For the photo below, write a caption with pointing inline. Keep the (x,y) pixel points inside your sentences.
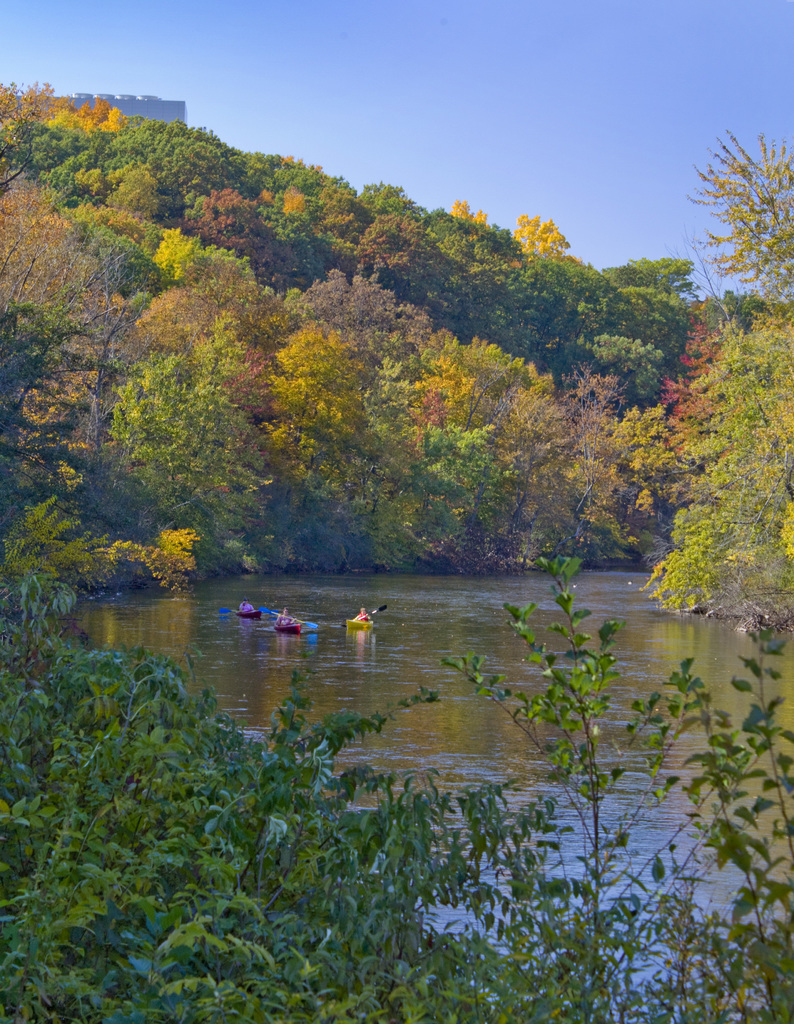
In the center of the image (358,628) we can see three boats (348,628) in the water (410,664). In the background (9,501), we can see a group of trees (370,455) and the sky (555,110).
